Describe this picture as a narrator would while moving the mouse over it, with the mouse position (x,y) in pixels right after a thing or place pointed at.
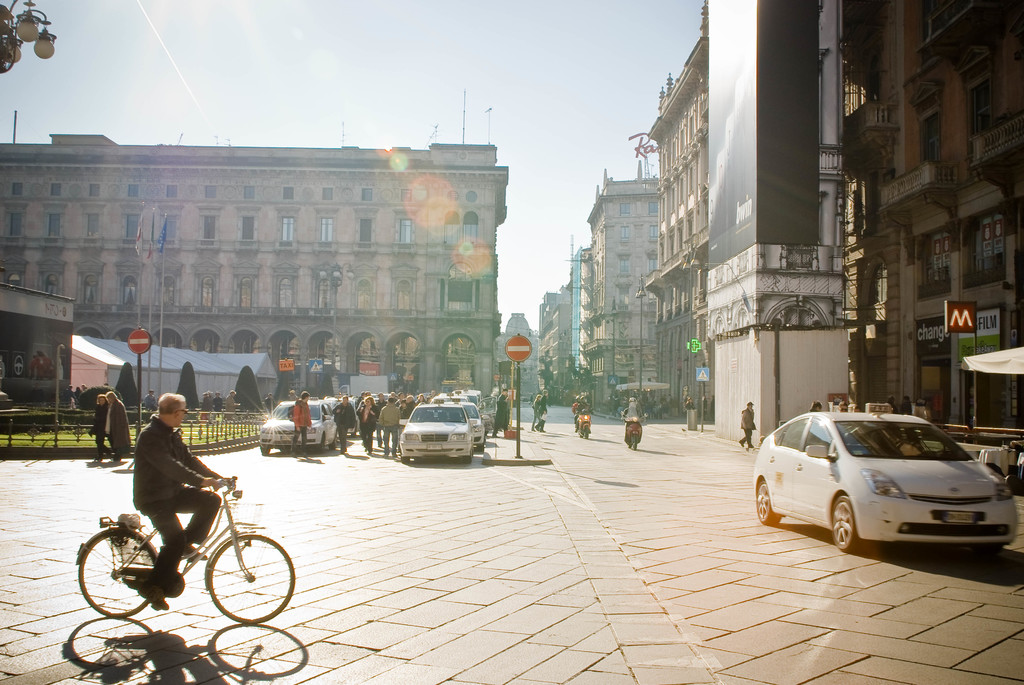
In this image this is a picture of a city (239,434) where a man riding bicycle (237,617) in a street (31,663), there is a car (471,421), name board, building (921,87), tree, sky (451,79), tent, light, group of persons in the street (441,519).
